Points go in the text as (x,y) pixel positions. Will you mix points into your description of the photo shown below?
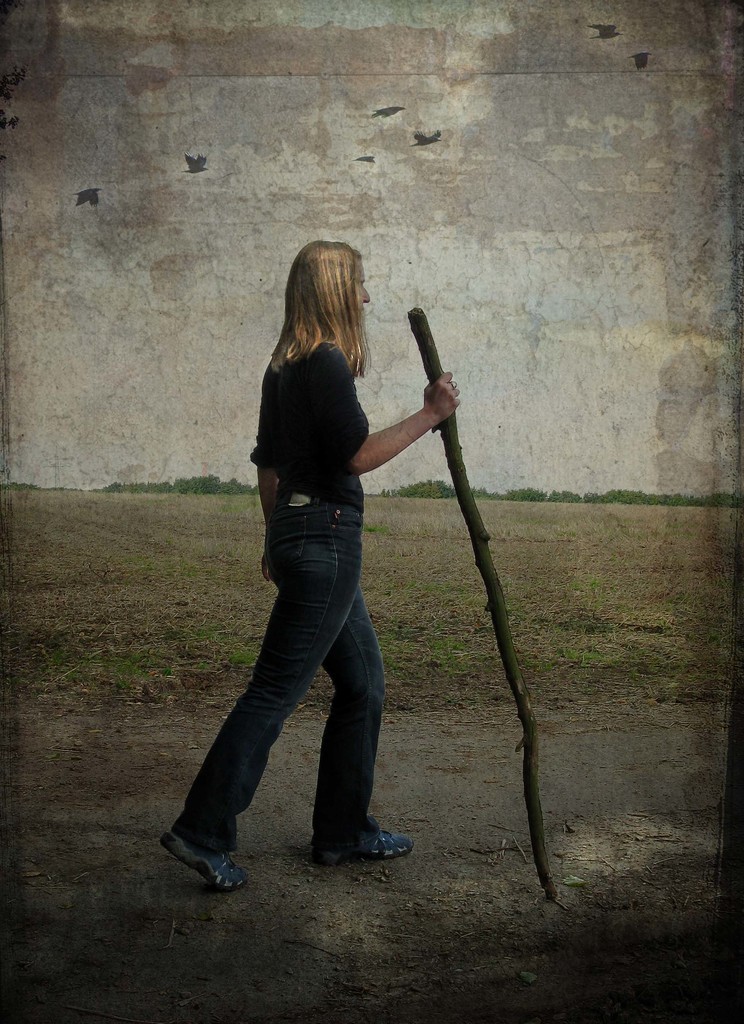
In this image I can see a woman (334,543) walking on the ground (439,774) by holding a stick (436,376) in the hand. In the background (198,492) there are some trees (207,488). On the top of the image (307,167) I can see the sky (261,179) and also there are few birds (421,142) are flying in the air (258,158).
